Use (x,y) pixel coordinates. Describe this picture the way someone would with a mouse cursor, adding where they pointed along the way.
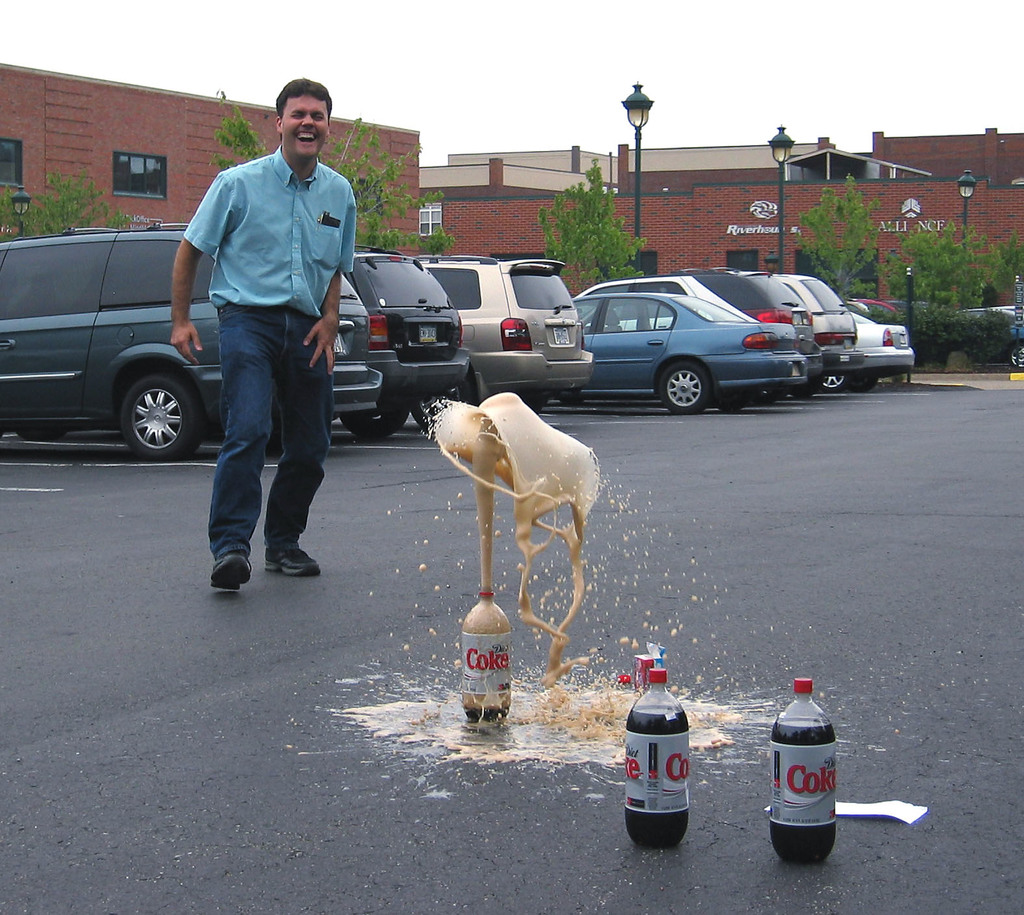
In this image there is a man (280,239) standing and laughing on the road (281,691). there are three bottle (481,656) in front of the man (322,310). At the back ground (404,288) i can see few car (640,296), a plant (610,224), a light pole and the sky (455,83).
